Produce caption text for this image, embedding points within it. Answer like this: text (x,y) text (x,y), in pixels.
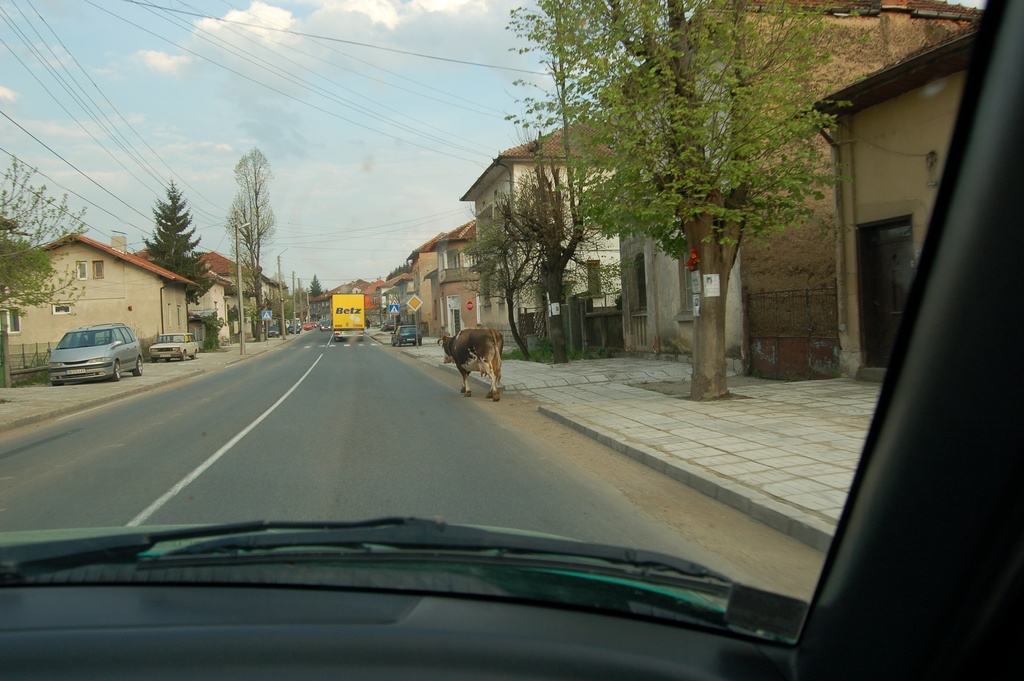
In this image there is the sky (346,74), there are clouds (261,35) in the sky (349,57), there are houses (454,283), there are trees (241,202), there are wires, there are poles (241,268), there is road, there are vehicles (356,330) on the road (421,372), there is an animal (446,356) on the road (451,387), there is a tree (22,284) truncated towards the left of the image (33,297), there is a vehicle interior (903,488) truncated towards the right of the image (930,349), there are plants (213,322).
